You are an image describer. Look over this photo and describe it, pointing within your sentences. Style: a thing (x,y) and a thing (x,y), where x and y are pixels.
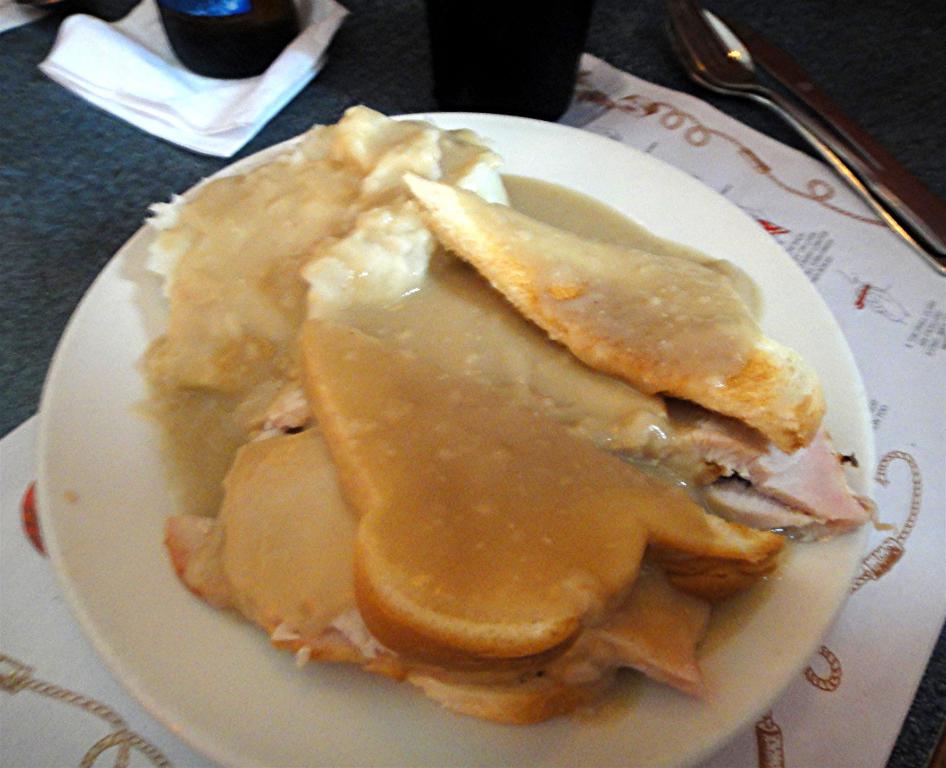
In this image I can see a food item (543,550) in a white plate (787,658). I can see a spoon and few objects (924,211) on the table (91,167). The food (599,370) is in brown, white and cream color.
